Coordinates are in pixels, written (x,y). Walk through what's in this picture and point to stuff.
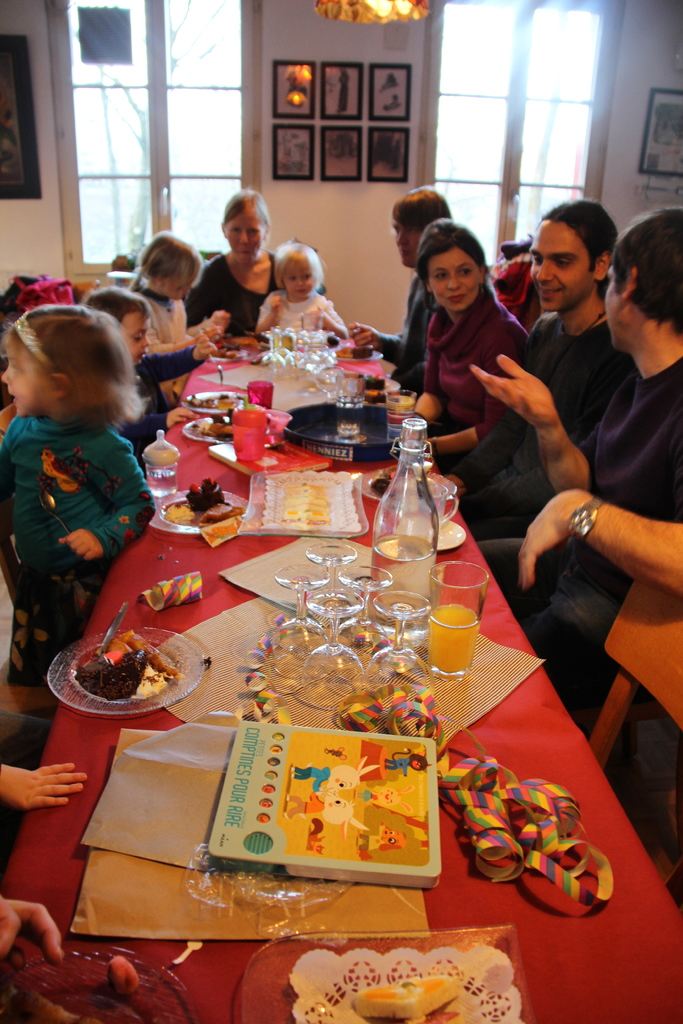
In the image we can see there are people (20,476) who are sitting on chair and on table (656,987) there is wine bottle (399,638), wine glass (340,658), juice glass (441,636) and in plate (159,639) there food items (140,645) and on the wall (415,94) there are photo frames (391,132).
